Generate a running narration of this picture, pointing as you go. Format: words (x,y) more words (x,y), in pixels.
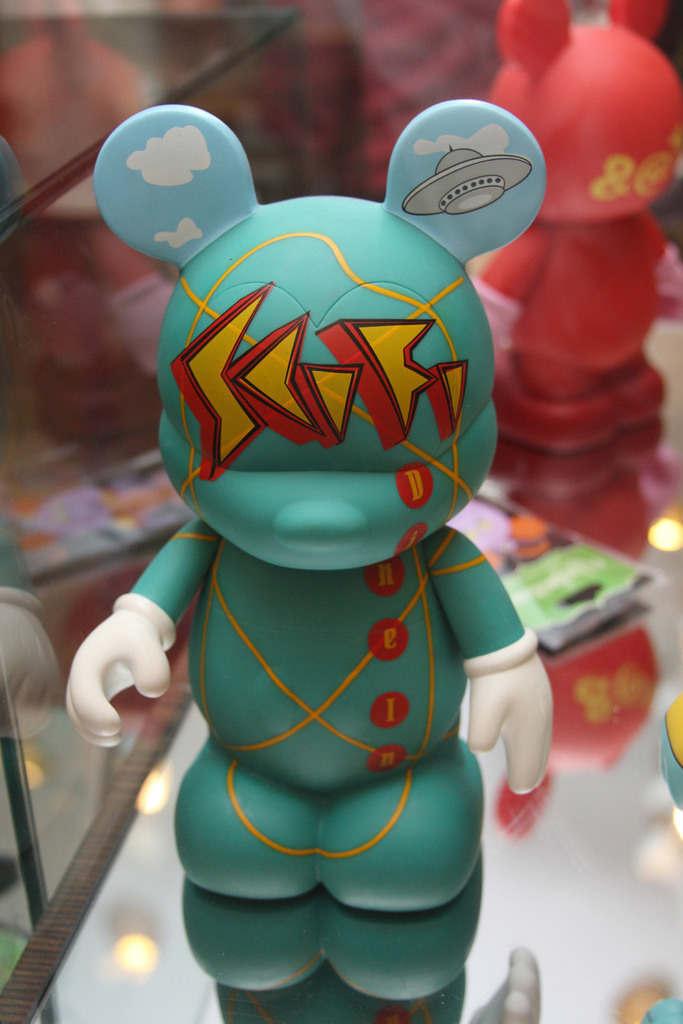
In this image I can see the toy (392,842) in green and red color. In the background (503,393) I can see few toys (656,69) and they are in multicolor.
